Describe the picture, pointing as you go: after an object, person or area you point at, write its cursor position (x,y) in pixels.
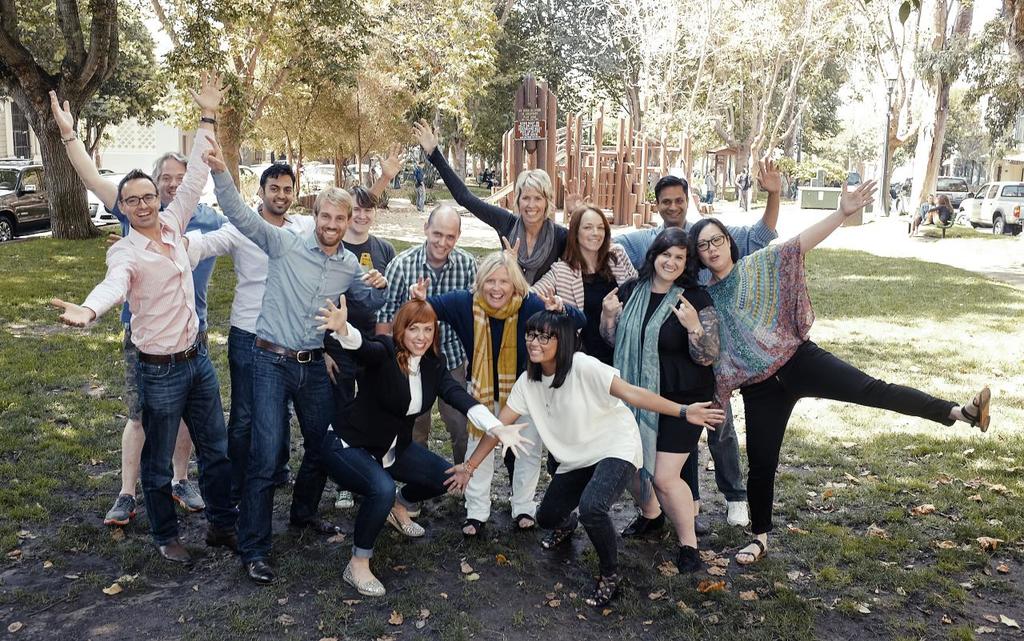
In this image we can see a group of people (503,303). There is a grassy land (953,310) in the image. There are many dry leaves (872,533) on the ground (897,527). There are many buildings (1009,168) in the image. There are many trees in the image. There are many vehicles (976,206) at the either sides of the image.
